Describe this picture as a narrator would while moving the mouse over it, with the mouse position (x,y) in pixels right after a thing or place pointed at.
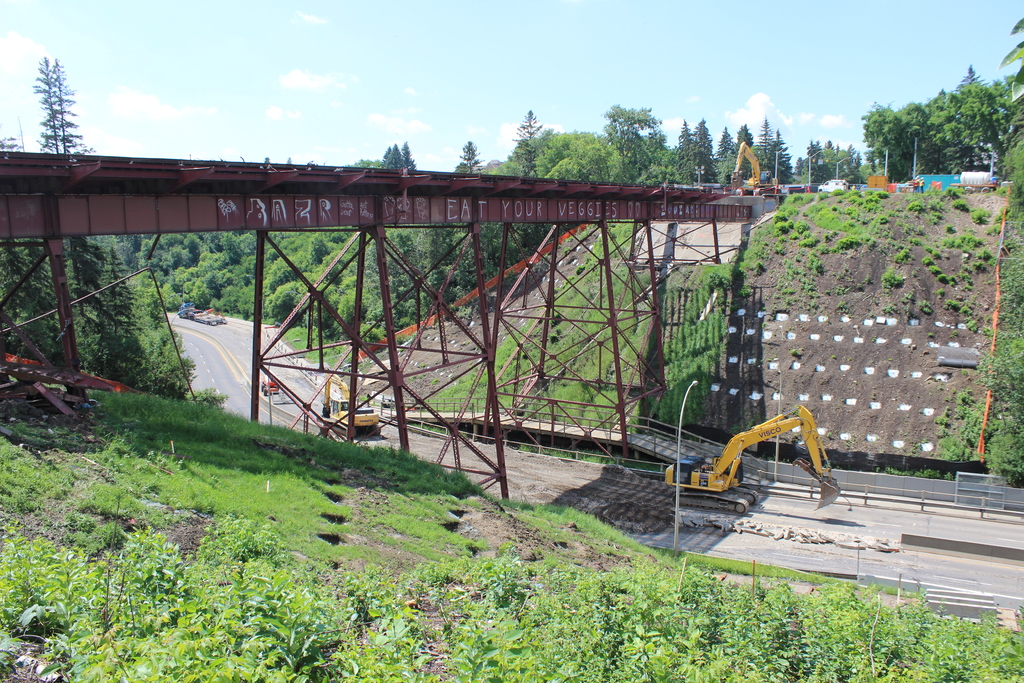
In this image I can see the road (838,556). On the road (210,363) I can see many vehicles (341,411) which are in yellow color. And I can also see the bridge (300,179) which is in dark brown color. To the side I can see the trees (709,176) and the mountains (793,222). To the right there are few more vehicles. In the background (430,69) there clouds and the sky (425,92).
